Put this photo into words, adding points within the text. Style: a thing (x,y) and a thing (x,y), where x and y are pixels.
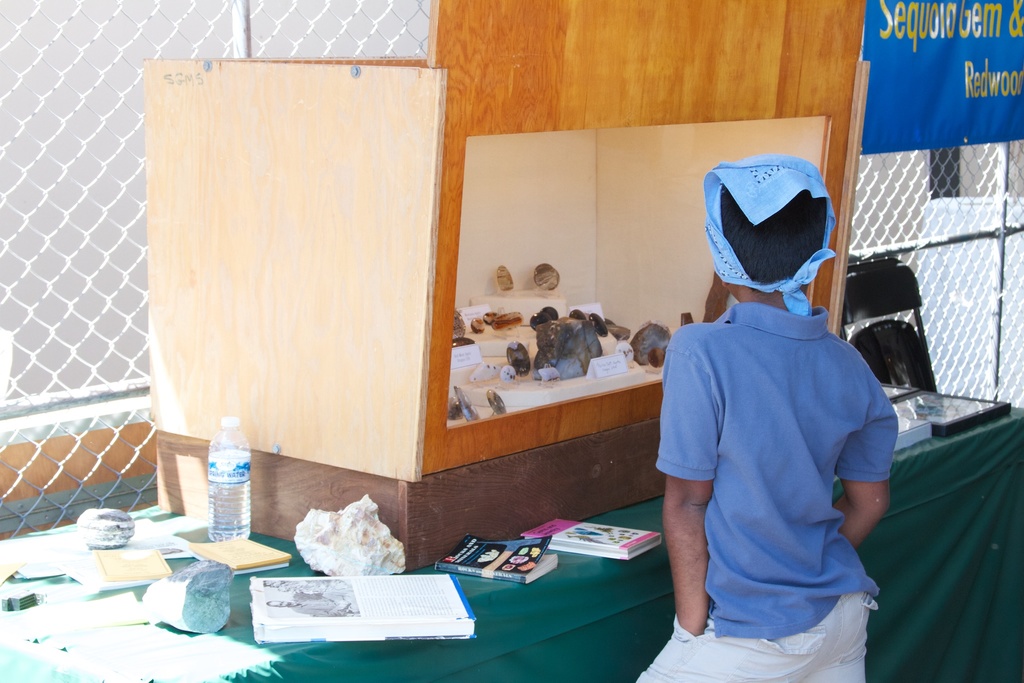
In this image we can see a boy (756,468) standing at the table (627,589). On the table (294,547) we can see water bottle (212,508), books (527,537). In the background (899,317) we can see grill (45,190) and wall (131,55).
